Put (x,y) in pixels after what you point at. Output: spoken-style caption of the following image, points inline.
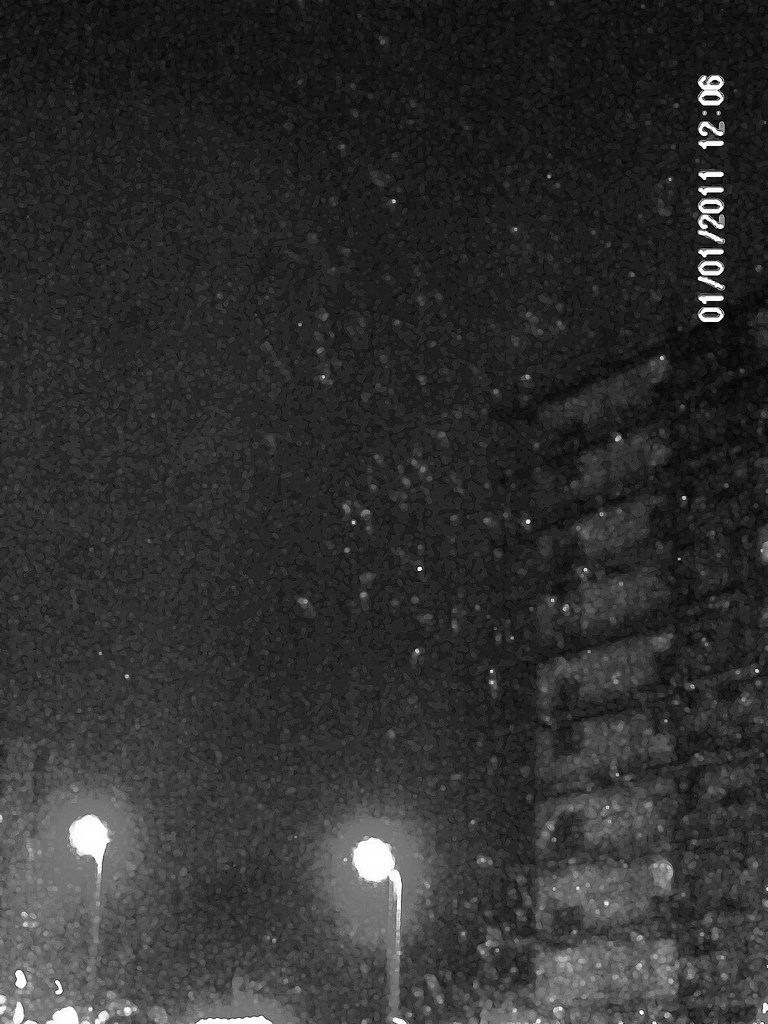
In the picture we can see a night view of a building (734,944) with floors (624,653) and windows (624,860) and near to it, we can see the poles (398,975) with street lights (373,858).
